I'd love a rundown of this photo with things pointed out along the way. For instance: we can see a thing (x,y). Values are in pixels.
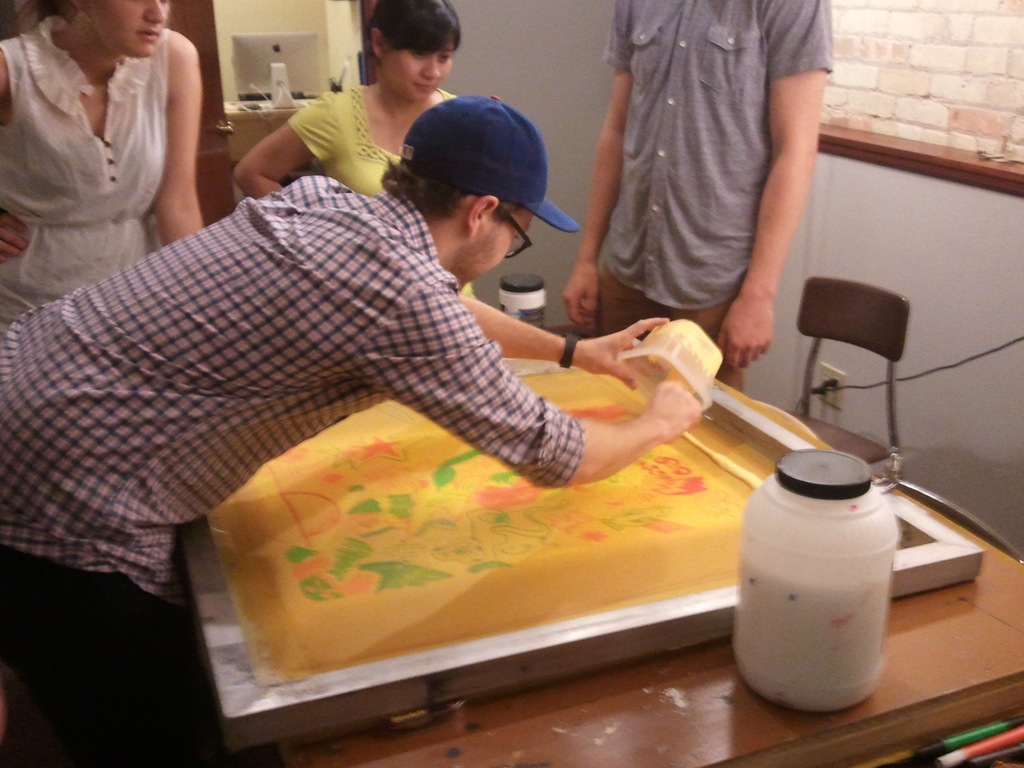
In this image we can see three people (59,200) standing, two persons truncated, one man (676,421) with cap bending and holding an object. There is one board (497,539) with painting (285,641) on the table (703,711), two white bottles (785,518), one wire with plug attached to the wall (1014,349), one door (196,30), one computer (290,94), one chair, few objects (251,101) on the table (240,119) near the computer (243,90) and some objects (932,748) on the bottom right side (983,761) corner of the image.
